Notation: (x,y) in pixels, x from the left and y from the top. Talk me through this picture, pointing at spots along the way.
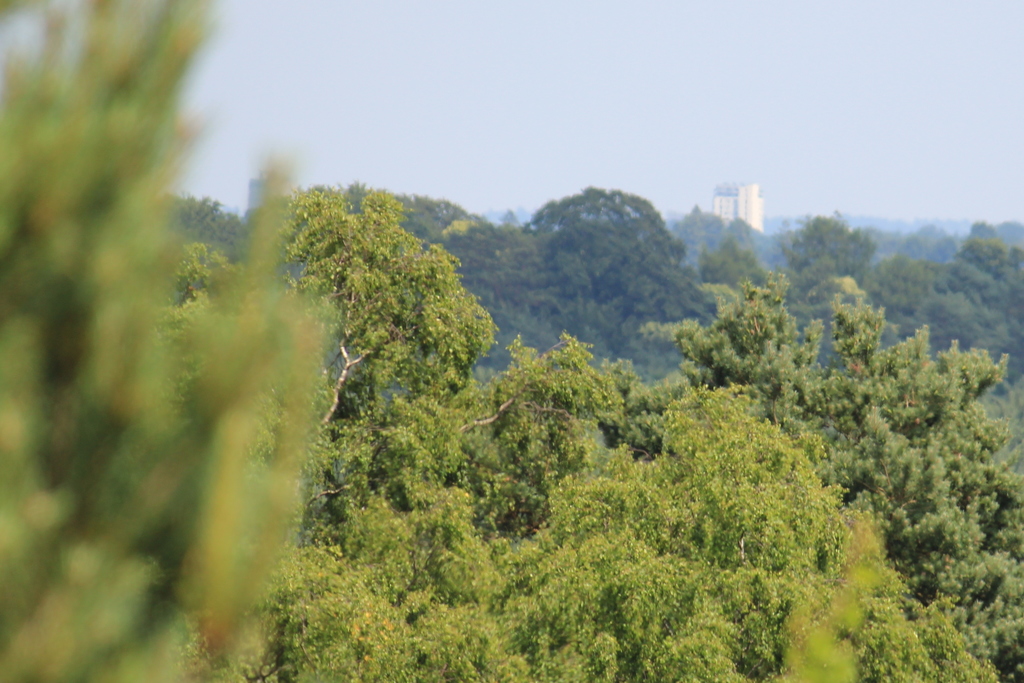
In the given picture i can see a lot of trees (522,415) and sky (786,73) after that i can see a big building (726,214).
